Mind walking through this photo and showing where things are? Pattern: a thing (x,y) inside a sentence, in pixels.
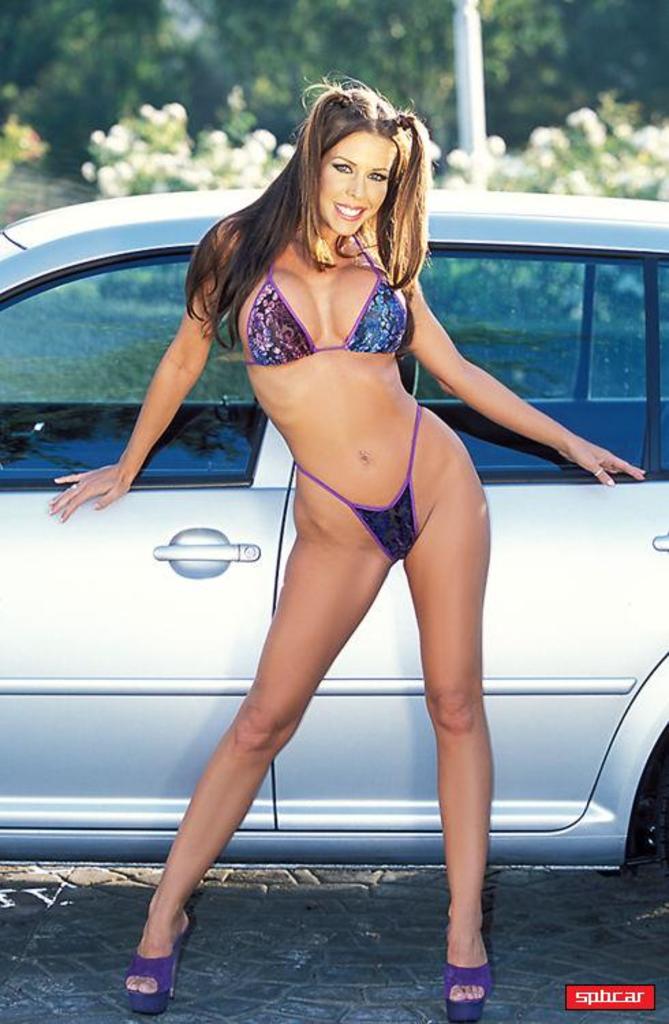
In the background (172,29) we can see leaves (657,0) and a white object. In this picture we can see a woman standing and giving a pose. She is smiling. We can see a car (608,517). In the bottom right corner of the picture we can see watermark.
